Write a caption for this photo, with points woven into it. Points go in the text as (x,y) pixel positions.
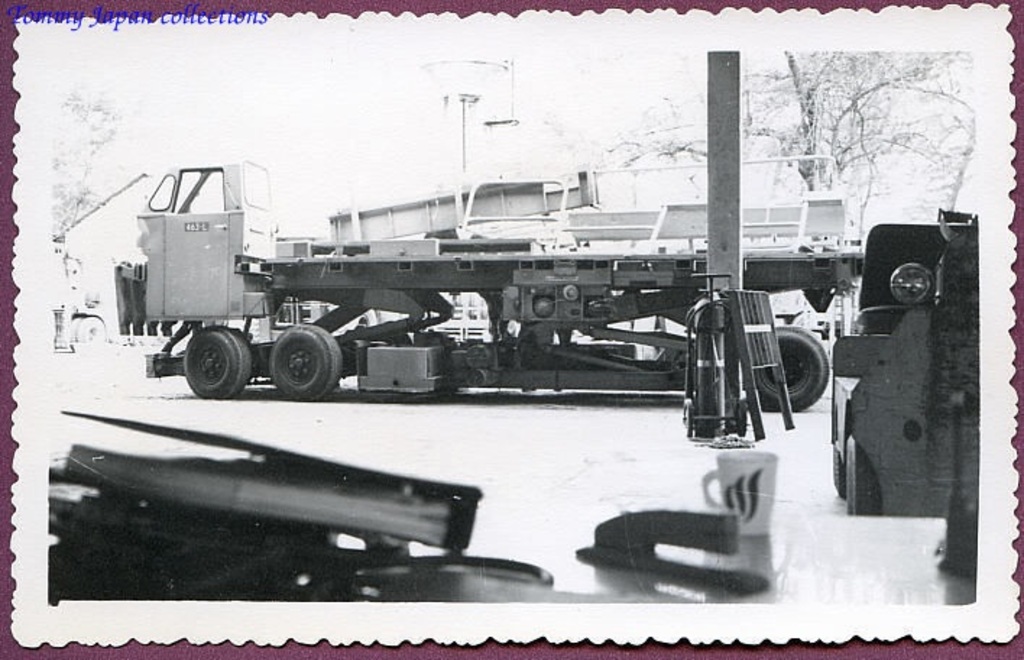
This picture consists of photo (391,192), in the photo (702,155) I can see a vehicle (508,223), building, tree (915,157) visible and there are some other objects (255,482) visible.
